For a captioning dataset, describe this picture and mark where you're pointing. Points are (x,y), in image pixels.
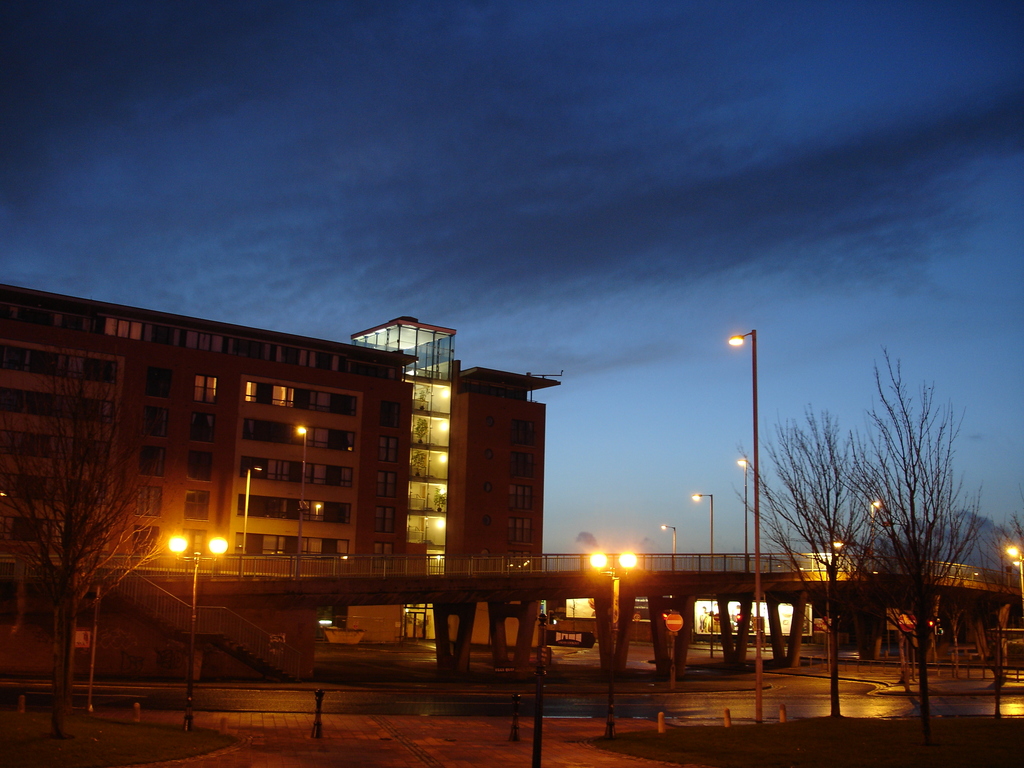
In the center of the image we can see a bridge (299,593) with metal barricade (452,564), a group of light poles (611,710). In the background (415,503), we can see a building (378,466) with a group of windows (434,497), group of trees (49,580) and the sky (673,215).
